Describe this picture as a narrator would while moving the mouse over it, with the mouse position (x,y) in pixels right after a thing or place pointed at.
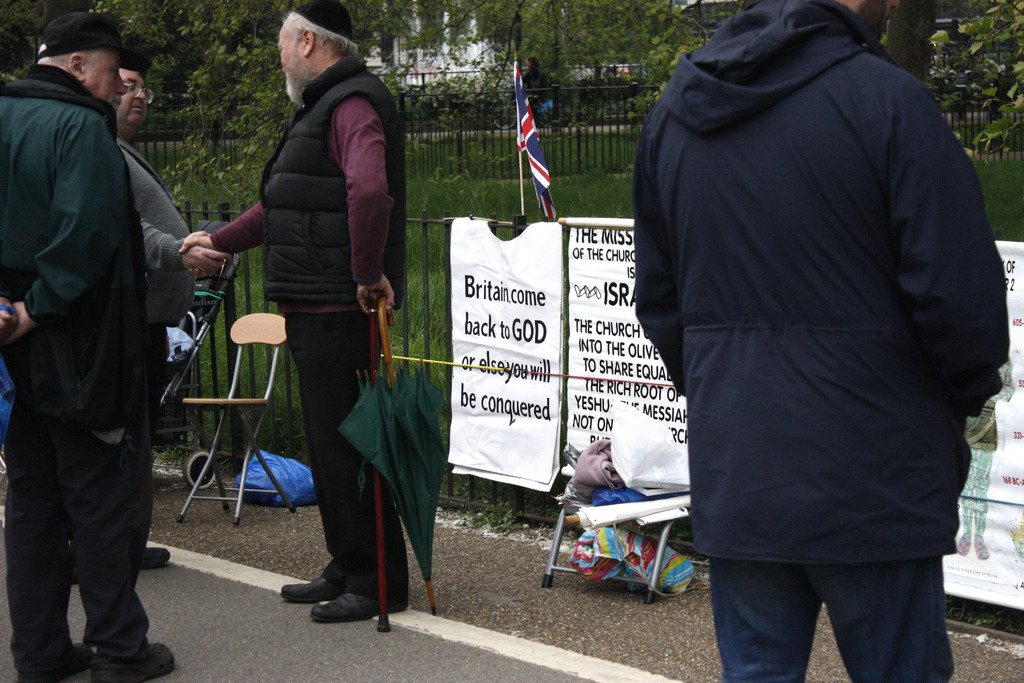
This picture is clicked outside. On the left (288,185) we can see the group of persons (135,158) standing on the ground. On the right (814,377) there is a person (859,309) seems to be walking on the ground (641,666) and we can see a green color umbrella (412,427) and we can see the chair (250,453) and many other objects (578,561) are placed on the ground (579,665). In the background (510,304) we can see the banners (537,264) on which we can see the text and we can see the flag (526,144), metal fence (633,156), grass (633,156), plants (417,106), trees (546,71) and buildings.
